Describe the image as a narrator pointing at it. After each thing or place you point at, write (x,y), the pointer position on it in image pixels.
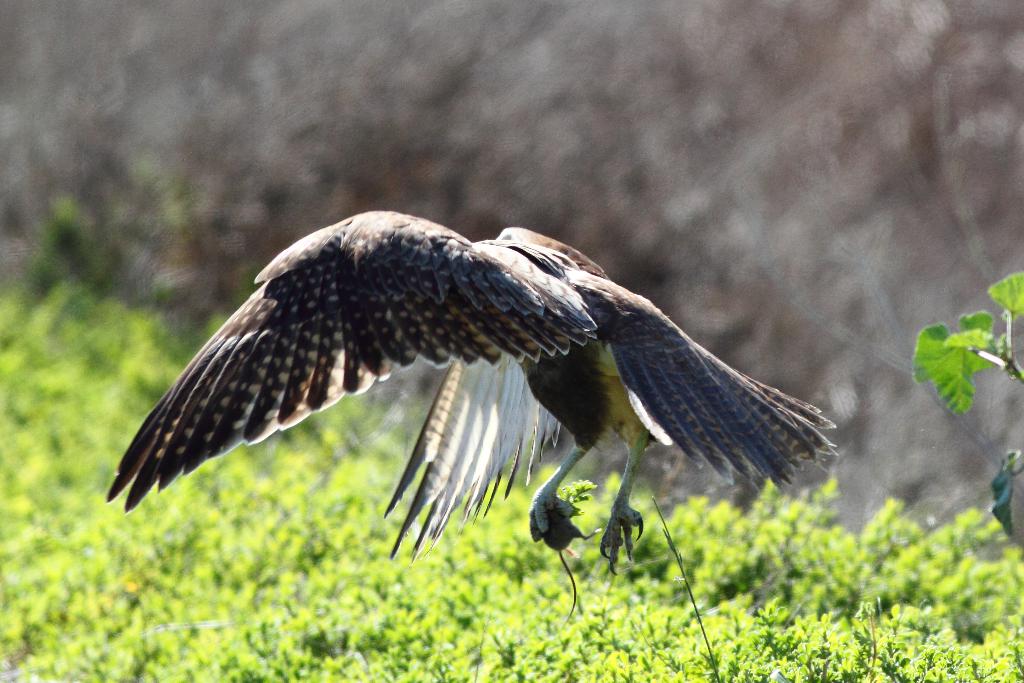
In the foreground of this image (626,485), there is a bird (577,406) holding a rat (562,534) with its claw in the air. On the bottom (488,621), there is greenery (191,564) and on the top (589,131), there are brown plants (504,131).
